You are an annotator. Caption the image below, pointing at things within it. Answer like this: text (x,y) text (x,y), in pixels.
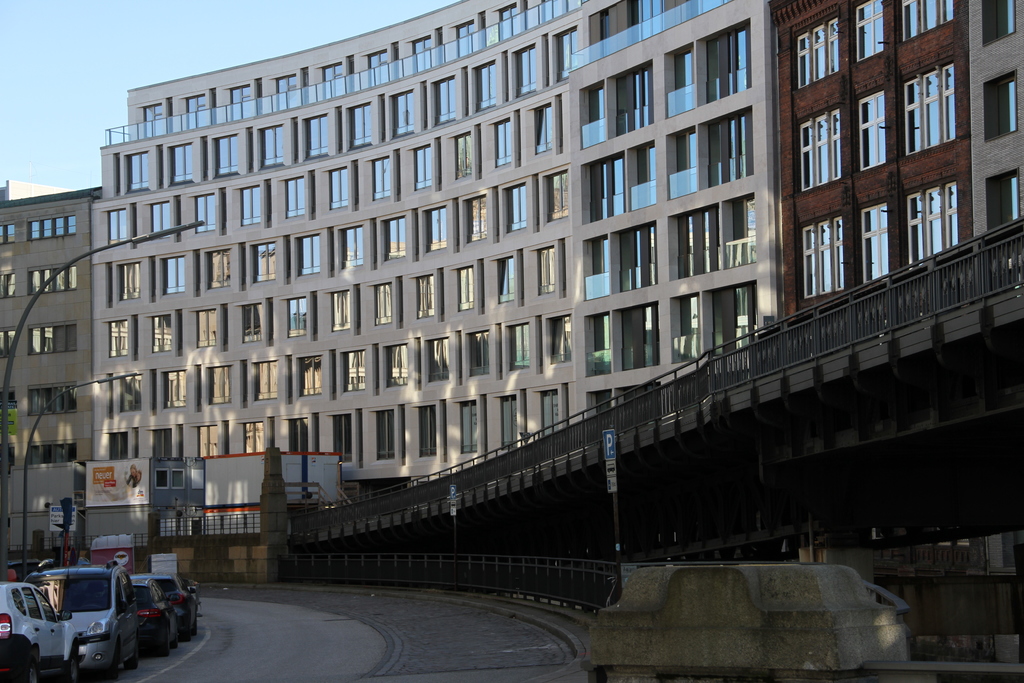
In this image I can see a road (278,642) in the front (267,635) and on the right side of it I can see few sign boards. On the left side of the road (206,616) I can few vehicles (31,675), few poles (63,546), few street lights (25,554) and one more board (66,530). In the background (253,278) I can see few buildings (364,195) and the sky (144,77).
